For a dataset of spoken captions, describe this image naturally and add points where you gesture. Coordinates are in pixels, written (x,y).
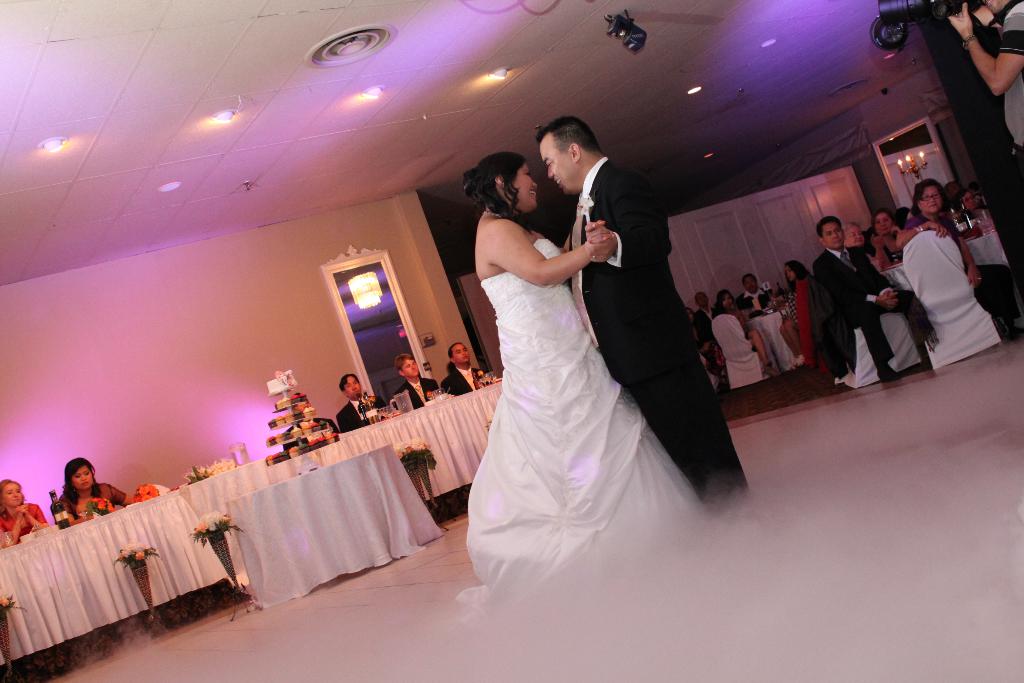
In this image there is a man (576,286) and a woman (533,406) dancing on the floor (761,451). They seem to be a bride (552,274) and a bridegroom (620,243). Behind them there are people (91,493) sitting on the chairs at the tables (441,408). There are clothes (302,486) spread on the tables (265,493). There are flower bouquets (204,532), cupcakes (305,430), bottles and glasses (489,376) on the tables (777,308). In the background (195,291) there is a wall (227,279). At the top (325,94) there are lights (366,94) to the ceiling (562,57). In the top right (956,22) there is a person (955,24) holding a camera (939,19).
